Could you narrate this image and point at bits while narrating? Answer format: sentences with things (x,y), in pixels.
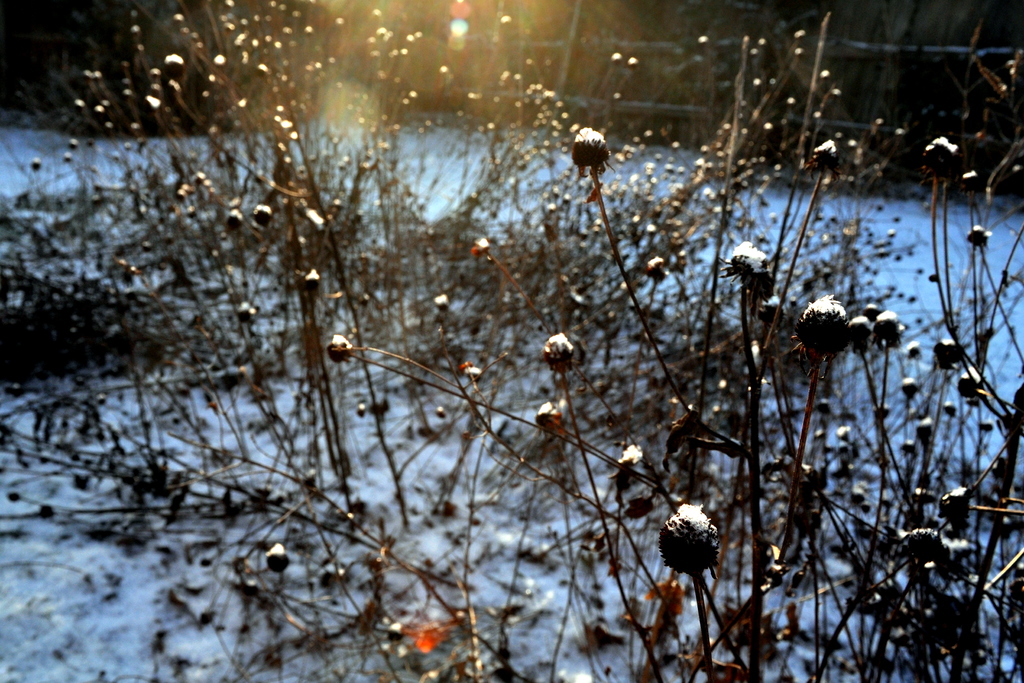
In this picture we can observe some plants (504,359) on the ground (196,514). We can observe some snow (222,392) on the land (31,177). In the background (833,79) there is a railing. We can observe dark color seed heads (582,148) to the plants (482,210).
